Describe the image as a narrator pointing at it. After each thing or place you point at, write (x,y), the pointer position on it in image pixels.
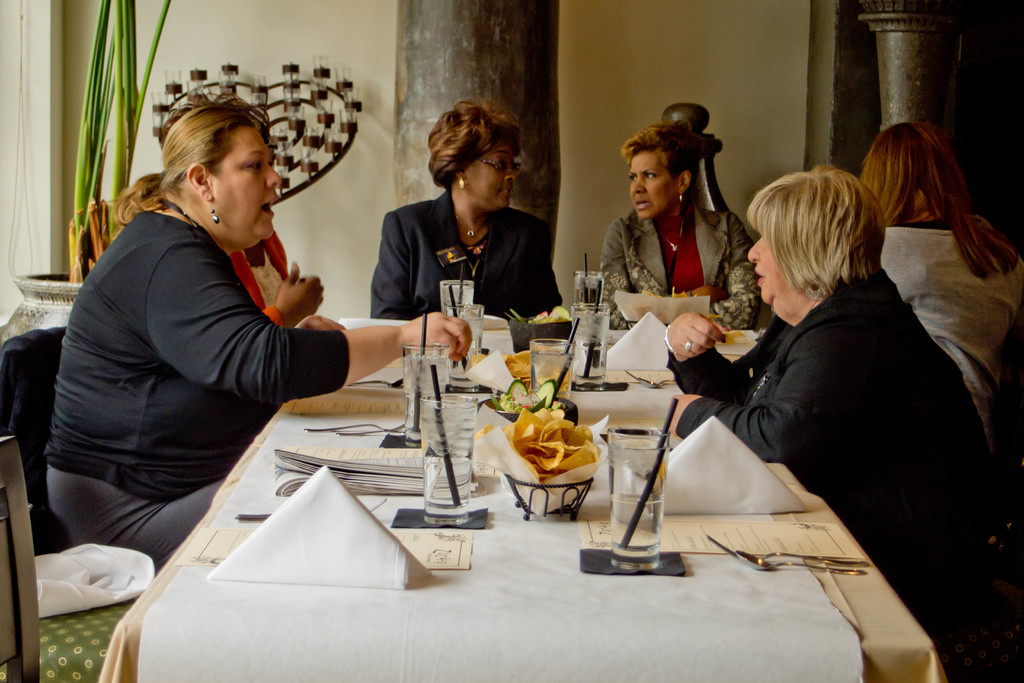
In this picture there are a group of women (146,414) sitting, they have a table (744,574) in front of them, with some food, water glasses (622,498), food menu (786,535) etc.
